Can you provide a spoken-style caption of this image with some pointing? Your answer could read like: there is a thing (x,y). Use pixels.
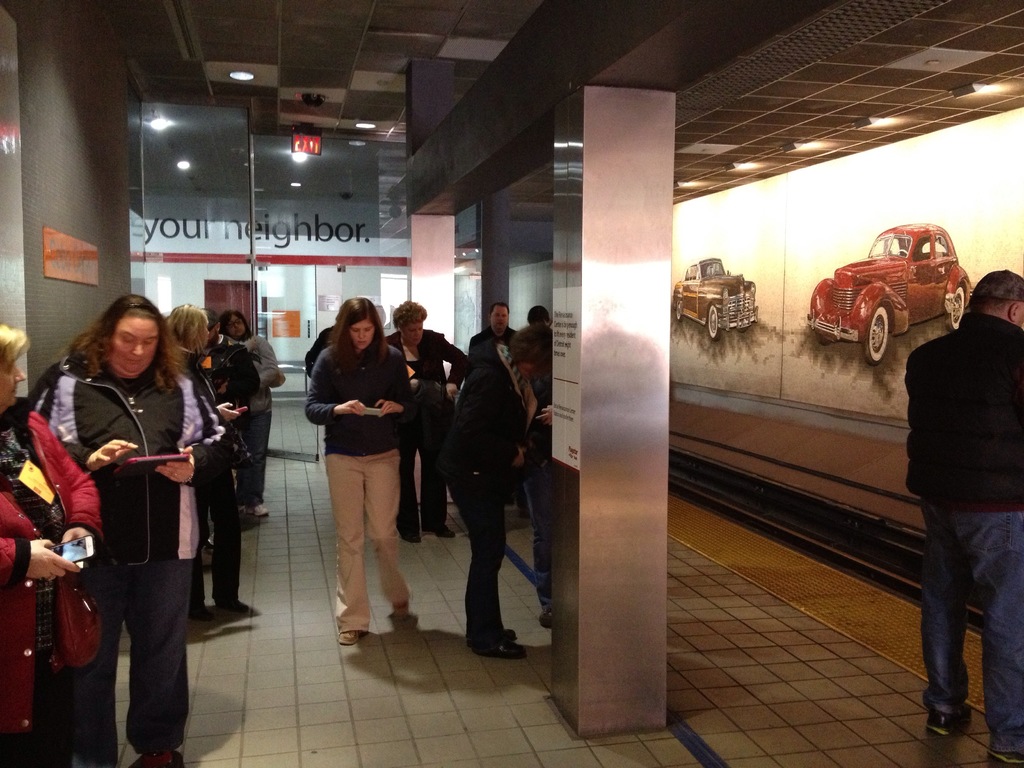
In the image we can see there are many people (254,484) standing and some of them are walking. They are wearing clothes (184,521) and carrying bags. Here we can see pillars (597,322), floor (712,697) and the glass wall (333,277). Here we can see posters (816,253) and in the poster (847,286) we can see the animated pictures (828,318) of the vehicles (735,319).
